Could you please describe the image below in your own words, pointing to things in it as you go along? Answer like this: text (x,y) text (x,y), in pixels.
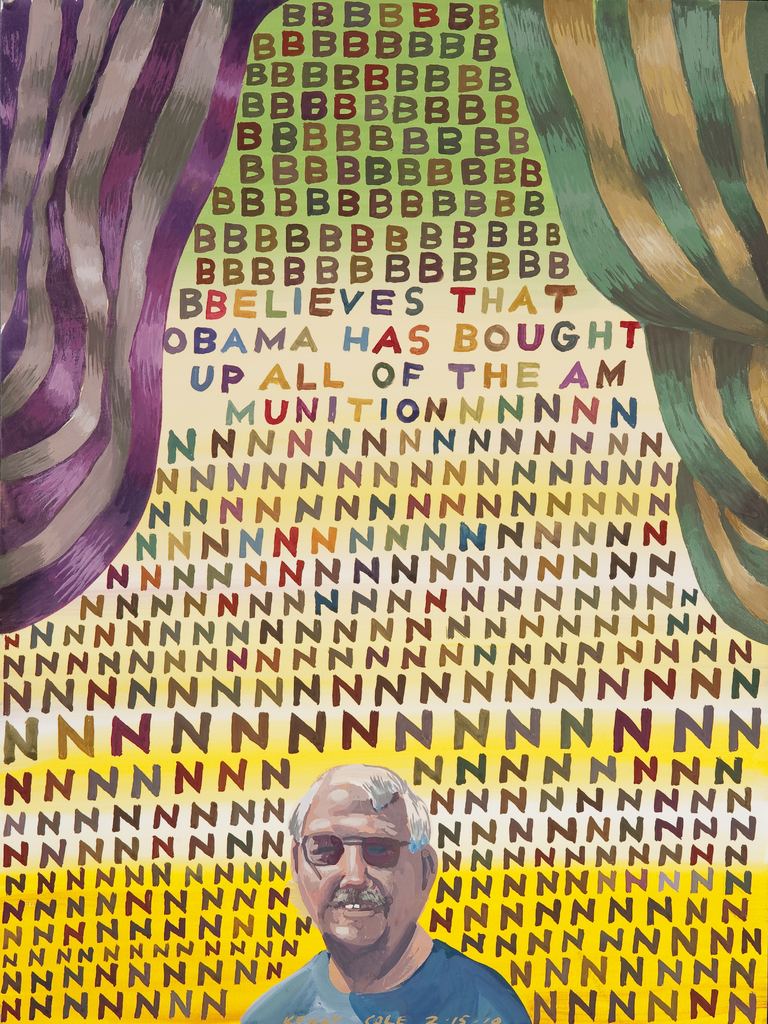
It is an edited image. In this image there is a person (313,905), alphabet's (398,279) and clothes (90,229).
